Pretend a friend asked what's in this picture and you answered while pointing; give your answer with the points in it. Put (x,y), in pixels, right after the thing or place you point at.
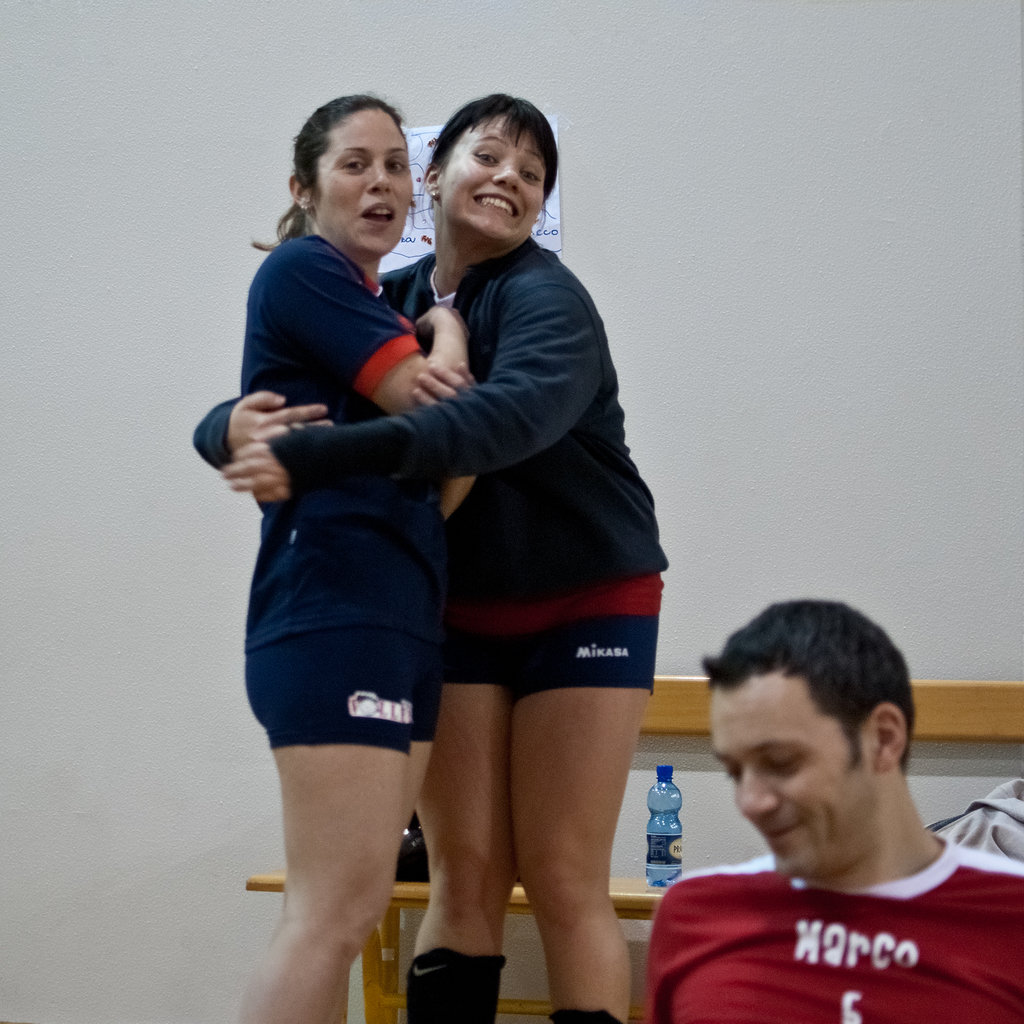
In the image in the center (513,677) we can see two persons (483,404) were standing and they were smiling, which we can see on their faces (393,146). On the right bottom of the image (857,920). we can see one person (884,920) sitting and he is also smiling. In the background (910,188) there is a wall (853,345), bench (396,901), water bottle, note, bags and few other objects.
